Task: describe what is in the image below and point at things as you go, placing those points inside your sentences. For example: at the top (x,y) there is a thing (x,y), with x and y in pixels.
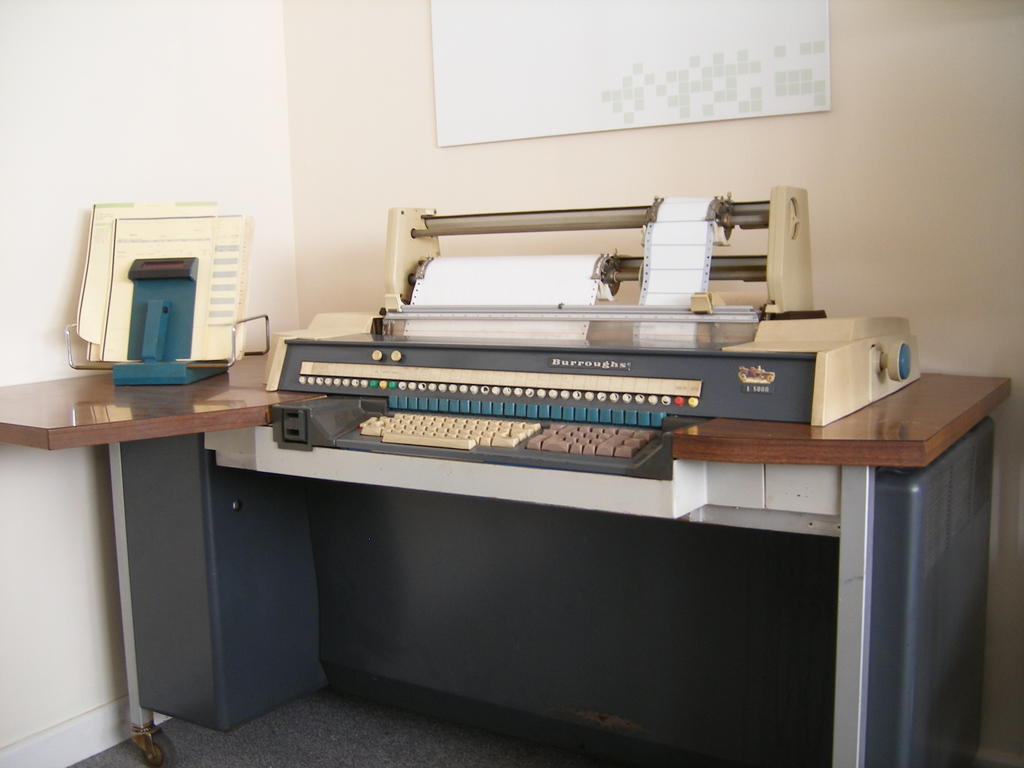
This picture is consists of a typewriter (349,316), which is placed on the table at the center of the image (598,378).
